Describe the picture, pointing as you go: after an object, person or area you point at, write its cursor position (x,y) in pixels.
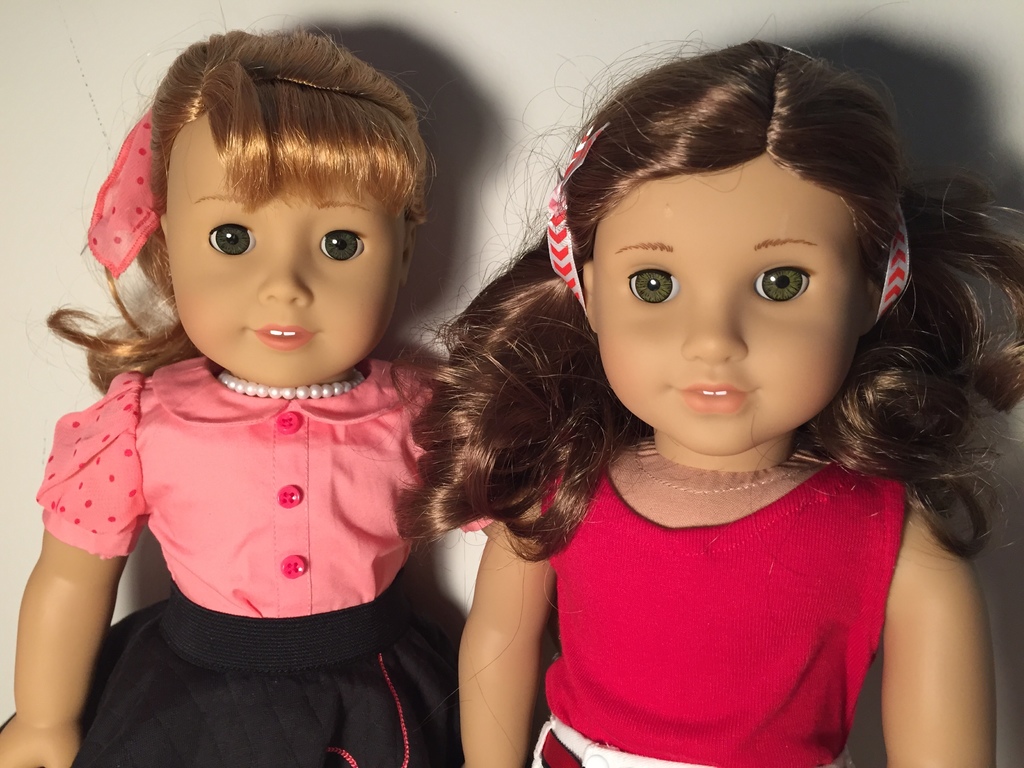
In this picture there is a toy (271,490) with pink and black dress (273,487) and there is a toy (708,481) with pink and white dress (608,650). At the back (366,11) there is a wall (437,16) and there are shadows (431,223) of the toys (303,102) on the wall (898,121).
